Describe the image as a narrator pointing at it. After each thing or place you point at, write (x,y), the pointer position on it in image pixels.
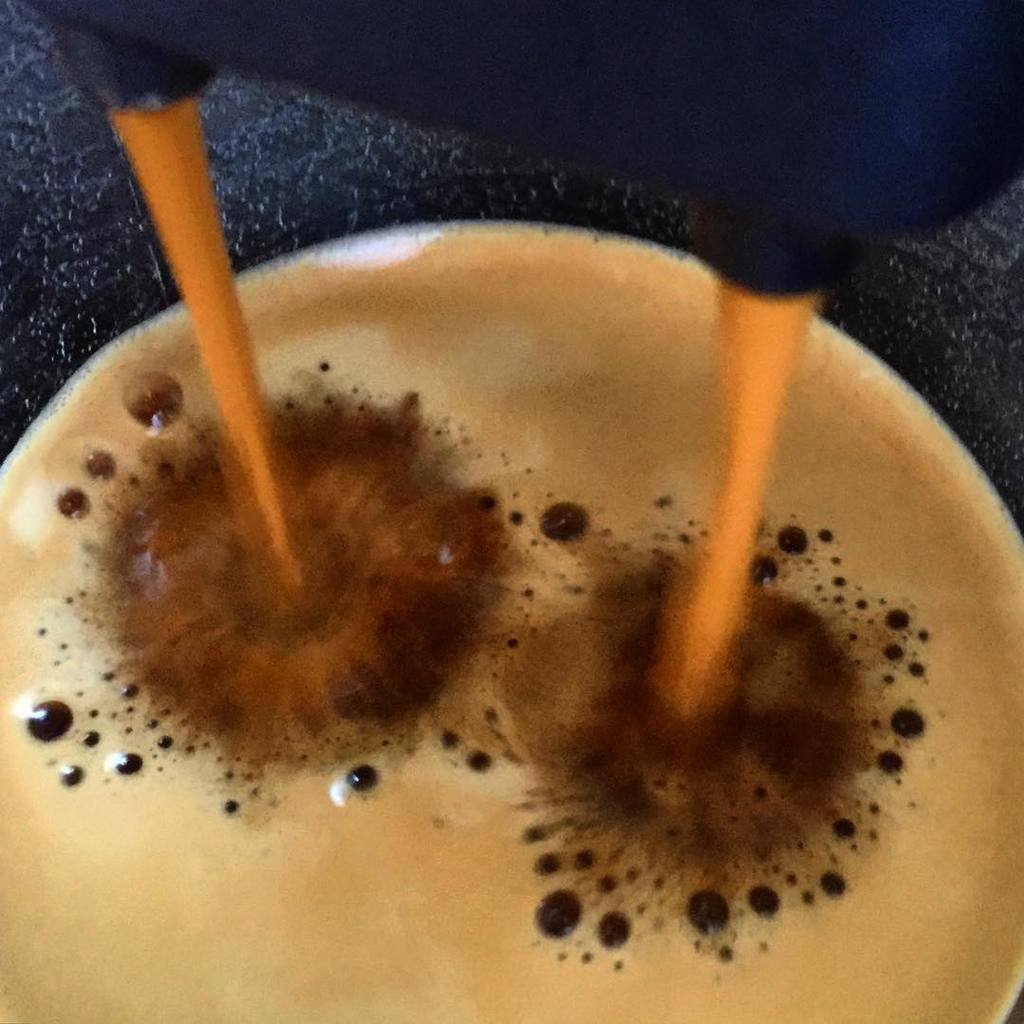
In the center of the image (365,367) there is a coffee machine (617,28) and a coffee cup (402,355).
